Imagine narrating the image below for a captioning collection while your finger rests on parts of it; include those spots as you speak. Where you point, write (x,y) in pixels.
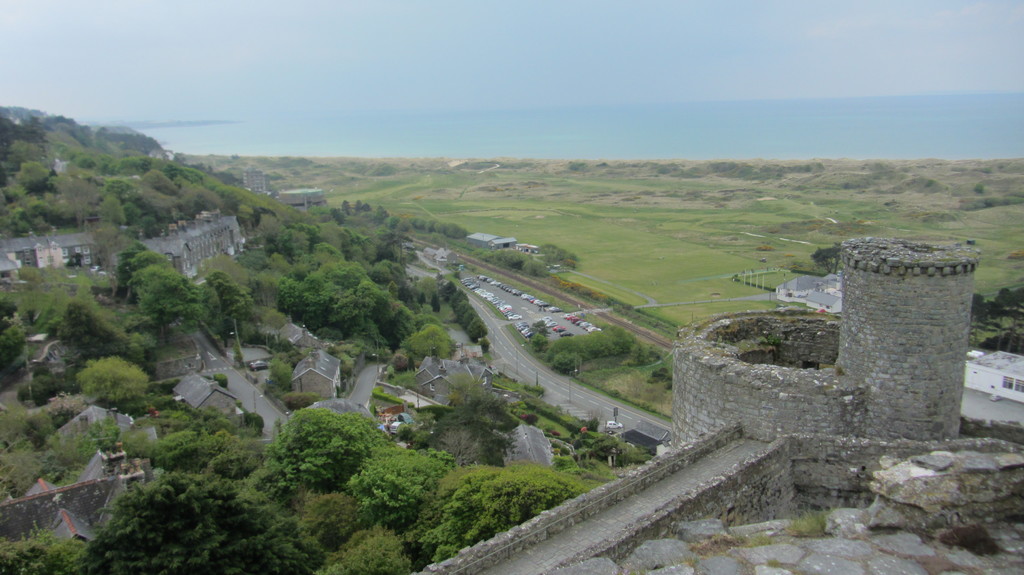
This image consists of a fort (743,438). To the left (260,333), there are roads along with trees (263,235) and plants (144,303). At the top (649,27), there is a sky (432,32).
